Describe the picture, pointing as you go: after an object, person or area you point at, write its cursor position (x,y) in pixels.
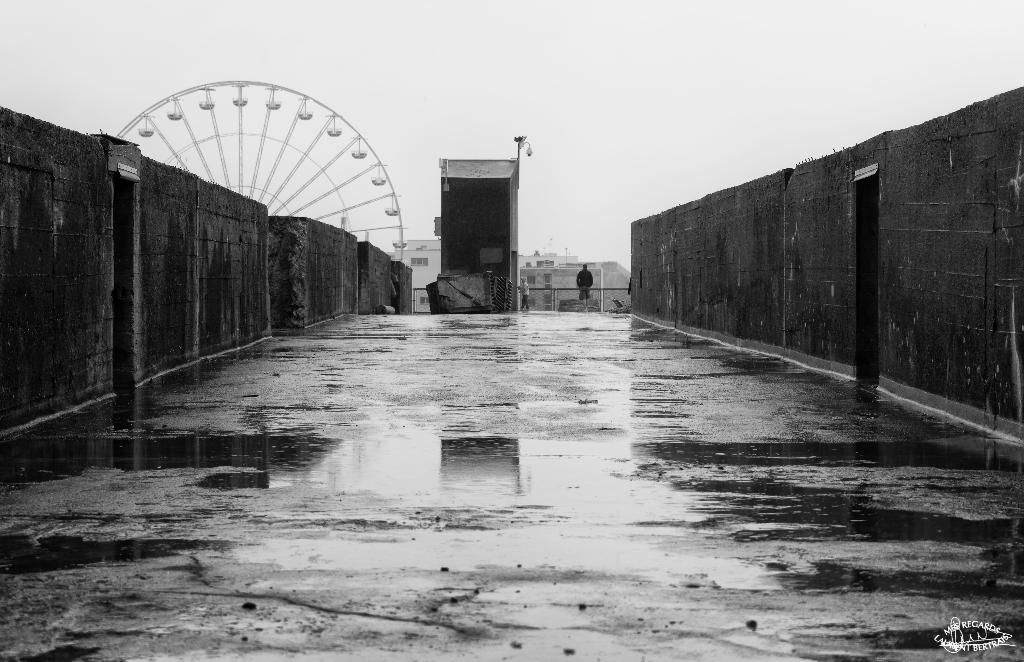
This is the place (449,389) where people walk and it is wet because of rain. Here is a person (589,279) and front of that person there are buildings (548,268), sky (415,83) and wheel (237,136).
